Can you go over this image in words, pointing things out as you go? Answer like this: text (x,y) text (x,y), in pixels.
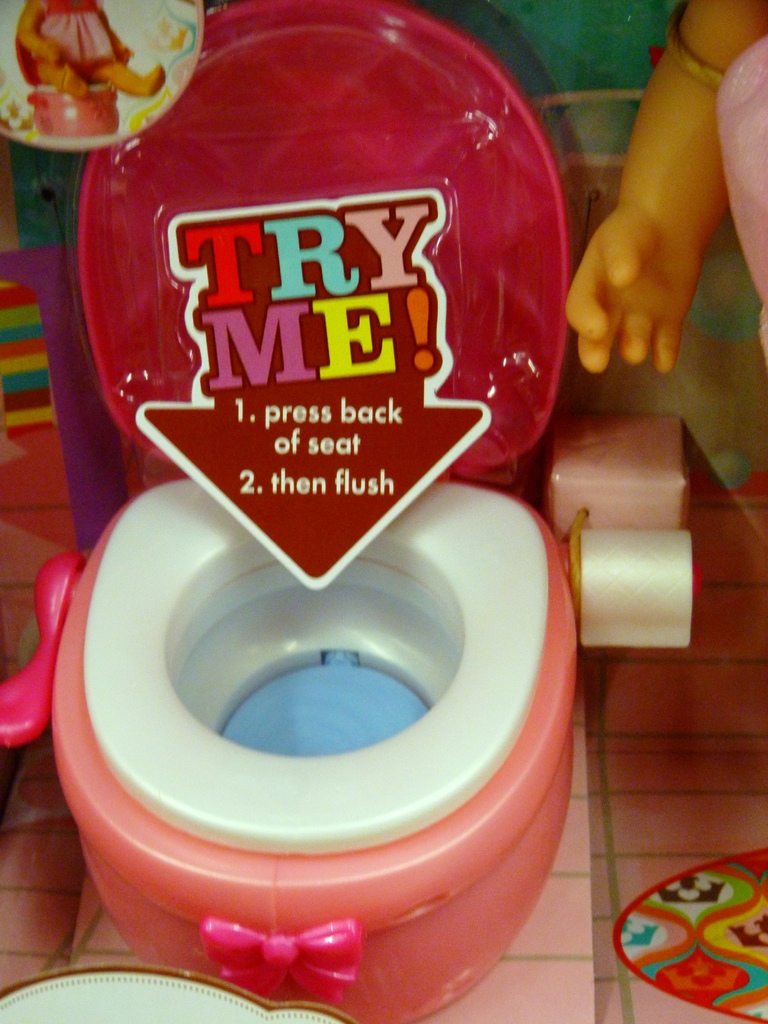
In the picture I can see kids commode (335,729) which is in red color and I can see toys (663,210) and some text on the sticker (243,496) here.
